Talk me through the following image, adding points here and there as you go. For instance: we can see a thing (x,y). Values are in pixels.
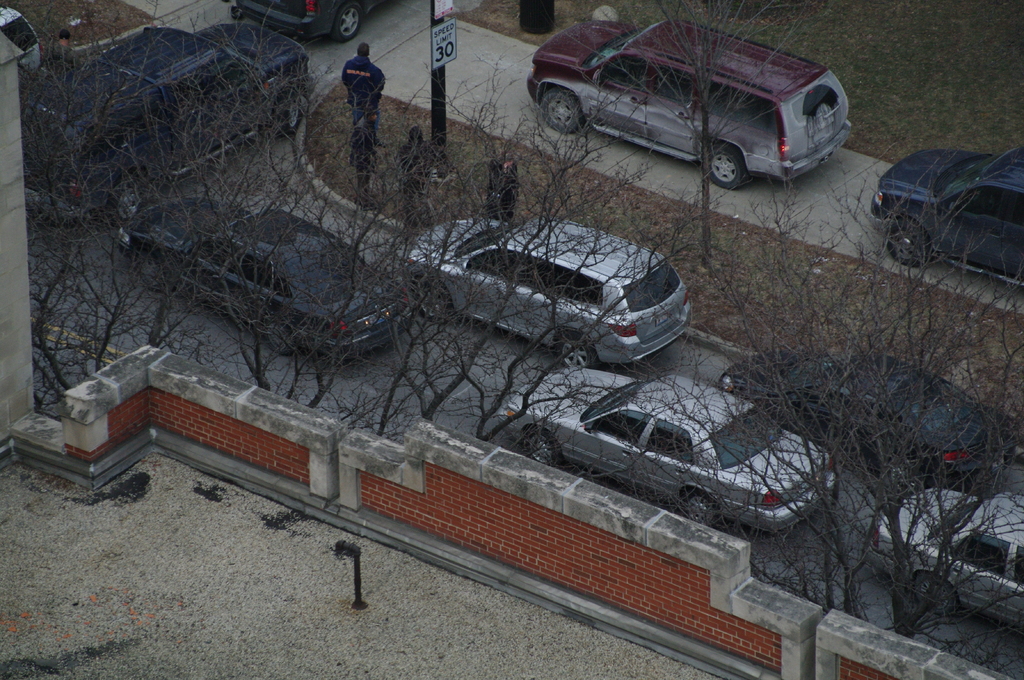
In this image in front (85,667) there is a floor (117,619). There is a wall (574,540). There are cars (592,378) parked on the road (712,352). There are trees (430,263). There are people (412,153).
